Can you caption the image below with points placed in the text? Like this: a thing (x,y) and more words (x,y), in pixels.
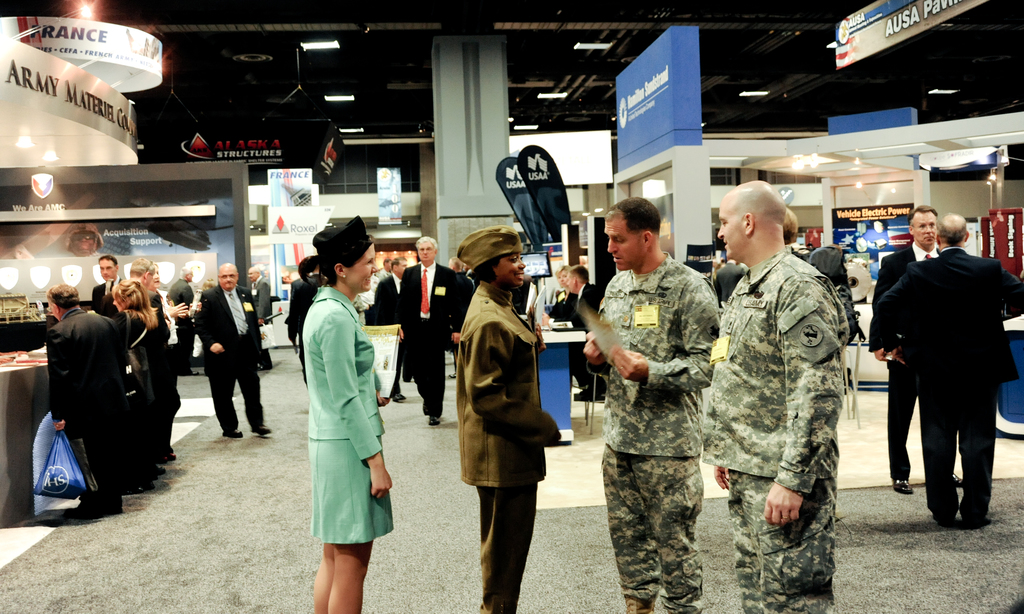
In this image we can see the inner view of the building (594,585) and there are some people (403,286) among them few people (877,324) wearing suits (888,276). There are some boards (867,244) with text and we can see some lights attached to the ceiling (1018,103).
